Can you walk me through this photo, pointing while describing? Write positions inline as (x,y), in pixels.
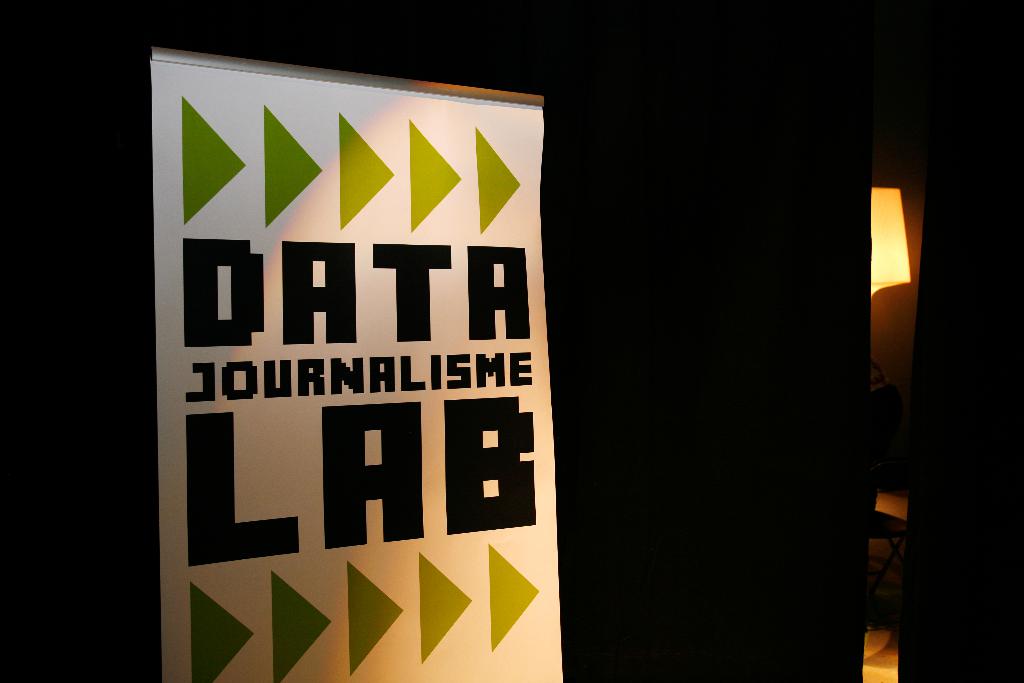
In this image I can see a banner (448,199) which is white in color and on the banner (288,203) I can see few words (424,311) written with black color and I can see the dark background (641,196), a lamp (887,266) and a brown colored object (891,519).
